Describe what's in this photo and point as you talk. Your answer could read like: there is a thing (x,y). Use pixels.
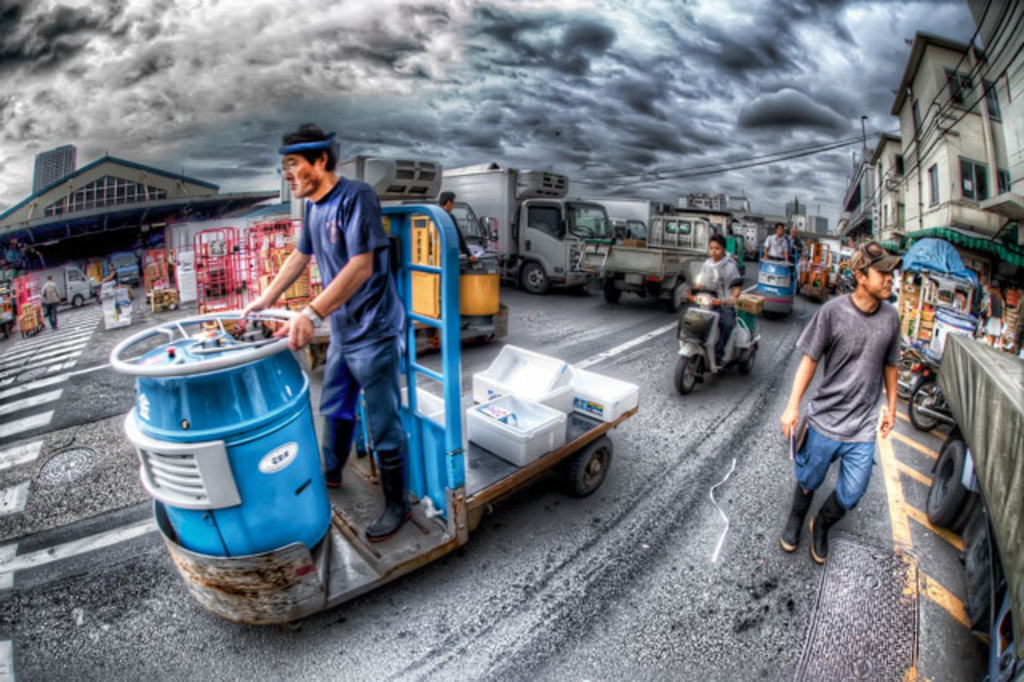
In this image I can see a crowd (300,322) and vehicles (1010,424) on the road (704,475). In the background (204,200) I can see buildings (191,193), wires (663,178) and poles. On the top (404,72) I can see the sky (421,77). This image is taken during a day on the road (406,591).
